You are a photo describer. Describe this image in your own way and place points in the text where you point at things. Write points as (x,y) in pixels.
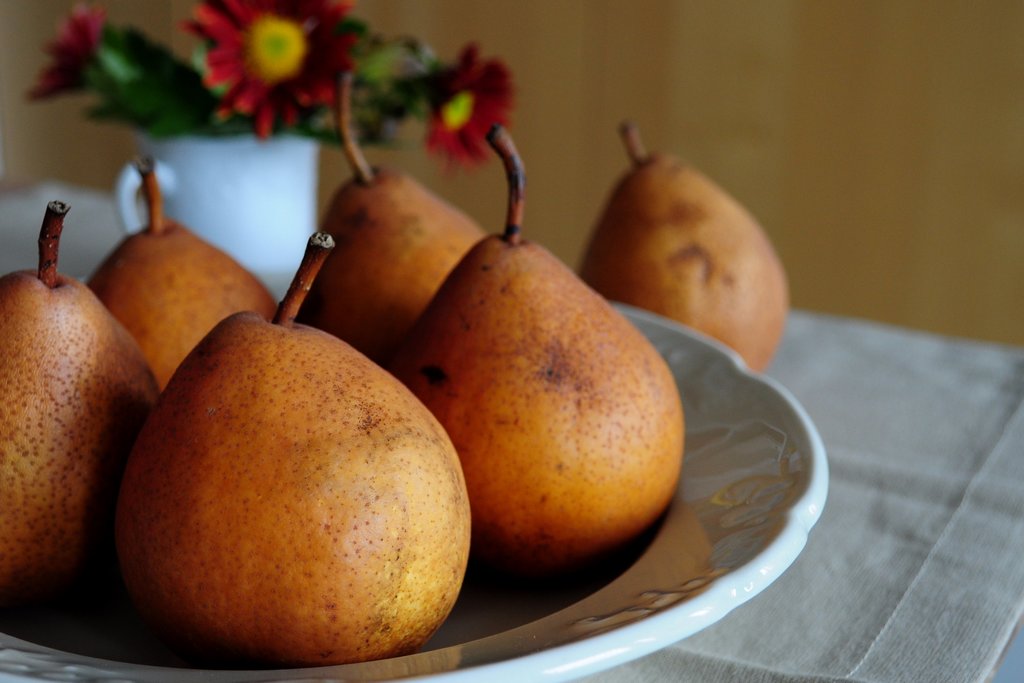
In this image, we can see fruits (479,373), a plate (690,539) and a flower vase (91,71) are on the table (889,356). In the background (704,71), there is a wall (801,111).
